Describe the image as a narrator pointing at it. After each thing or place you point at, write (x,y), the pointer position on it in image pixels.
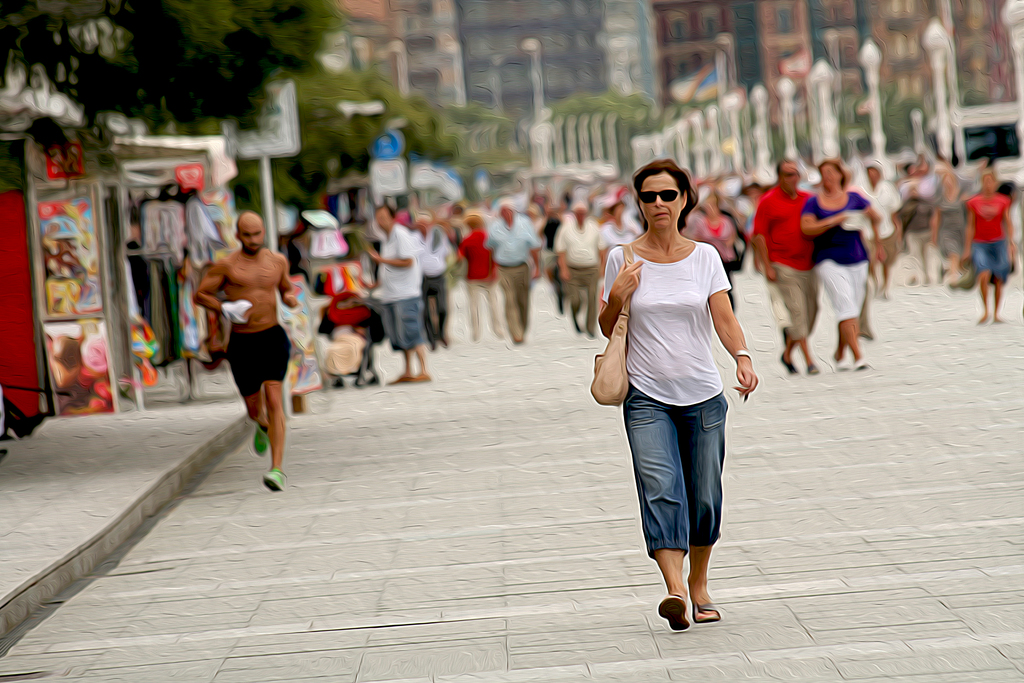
In the image there is a woman (682,291) in white t-shirt (681,359), handbag (610,388) and jeans (657,443) walking in the middle (665,454) and in the back (248,334) there are many people (423,268) walking and running on the road (766,346) with street lights (533,94) on the right side (729,104) and stores (53,395) on the left side (172,309) on foot path (179,445) with trees (176,105) behind it, in the back (709,11) there are buildings (656,74).
